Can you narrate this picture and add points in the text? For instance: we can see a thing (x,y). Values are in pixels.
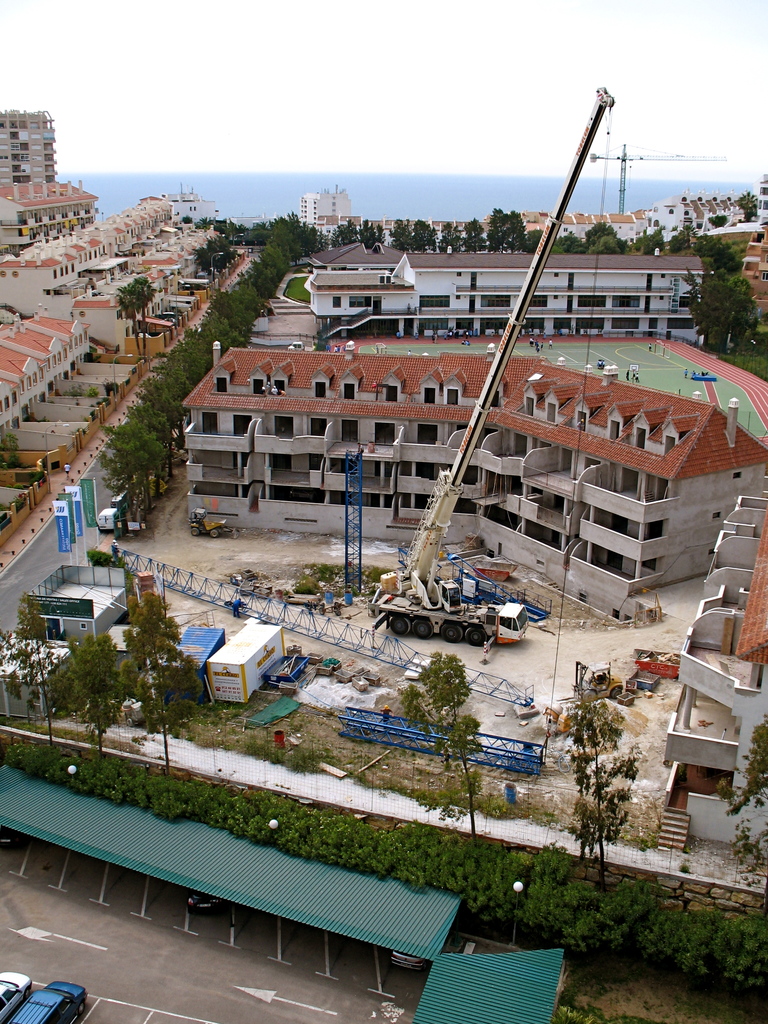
In this image I can see the ground (145,961), few vehicles (3,975) on the ground (143,947), few trees (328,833), few buildings (18,358), few metal rods (363,635), few cranes (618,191), the road (98,480) and in the background (271,52) I can see the water (236,214) and the sky (404,67).
